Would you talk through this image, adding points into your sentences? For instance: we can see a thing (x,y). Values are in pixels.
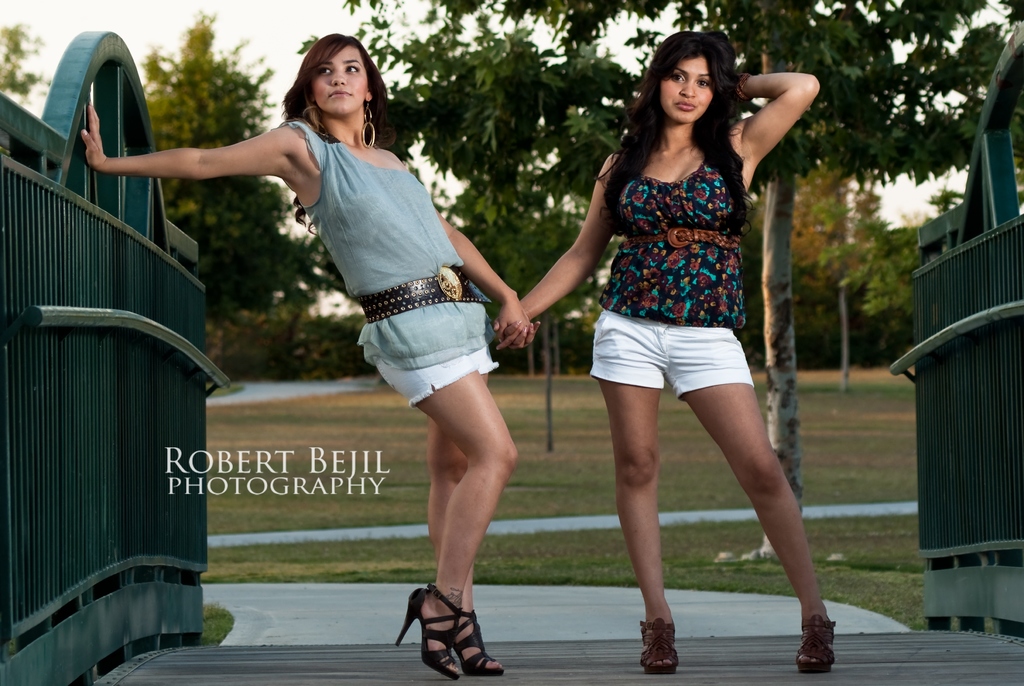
In this image in the center (407,256) there are women (631,356) standing. In the background (580,338) there are trees (769,180). On the left side (150,365) there is a fence (121,415) and there's grass (319,502) on the ground (336,517). On the right side (963,315) there is a railing (970,380).
